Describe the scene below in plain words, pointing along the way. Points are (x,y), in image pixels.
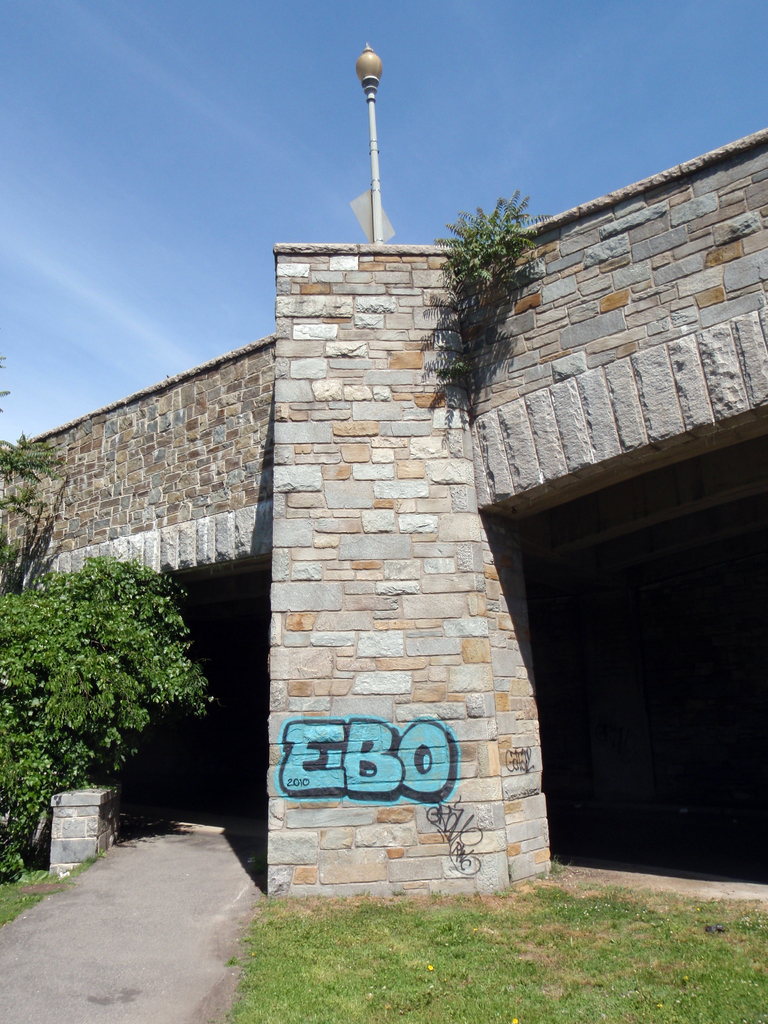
In this image we can see a wall (242,390). On the wall (384,398) we can see a plant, text (368,744) and a pole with light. In front of the wall (319,711) we can see the plants (38,655) and the grass (351,936). At the top (141,95) we can see the sky (251,139).
